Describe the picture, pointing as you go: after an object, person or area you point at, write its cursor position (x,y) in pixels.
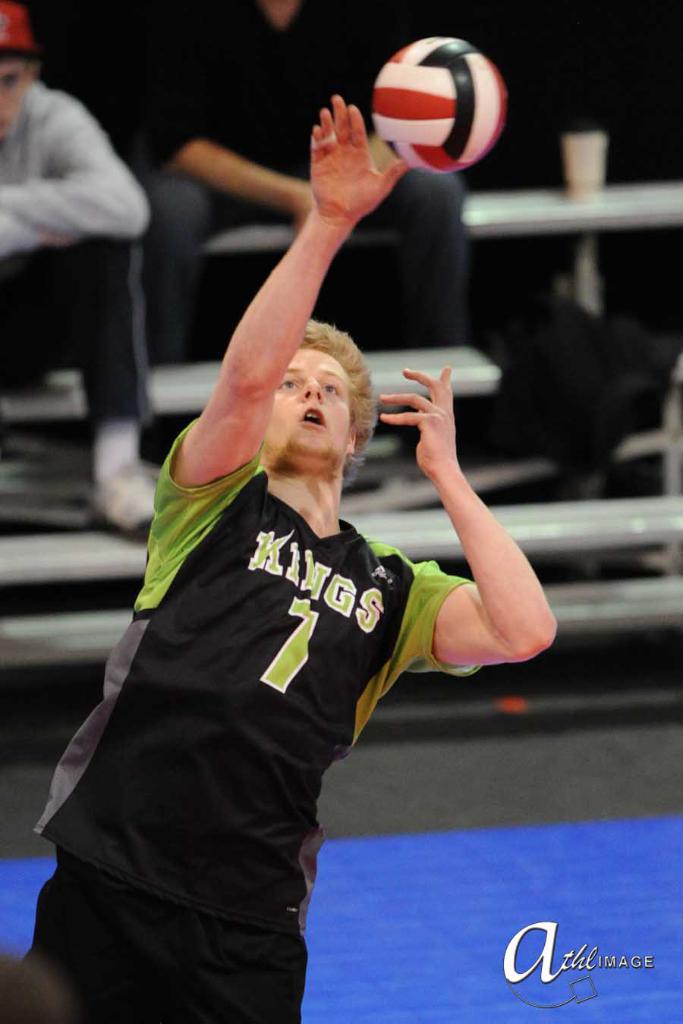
This picture shows a man (452,670) playing volleyball and we see people (14,44) seated and watching.
